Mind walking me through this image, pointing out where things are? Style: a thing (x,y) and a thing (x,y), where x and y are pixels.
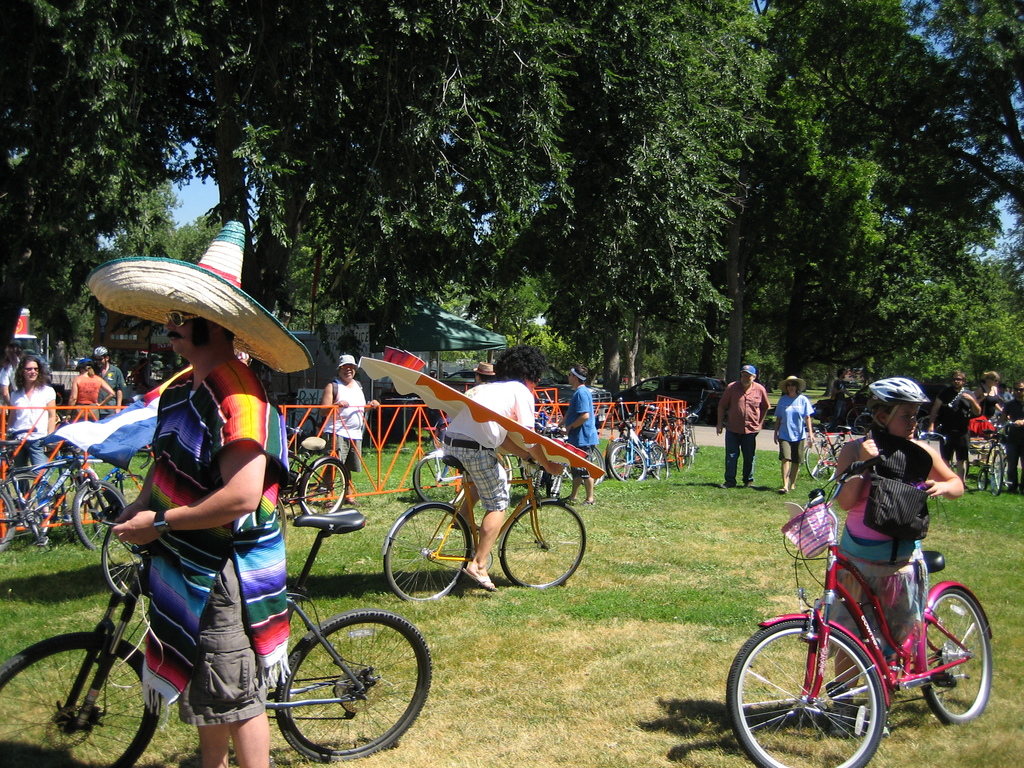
In this image there are so many people (755,438) with bicycles (972,714) on the ground (30,583) also there is a fence (387,477) at the middle (637,418) and trees (802,259) at the back (49,81).
